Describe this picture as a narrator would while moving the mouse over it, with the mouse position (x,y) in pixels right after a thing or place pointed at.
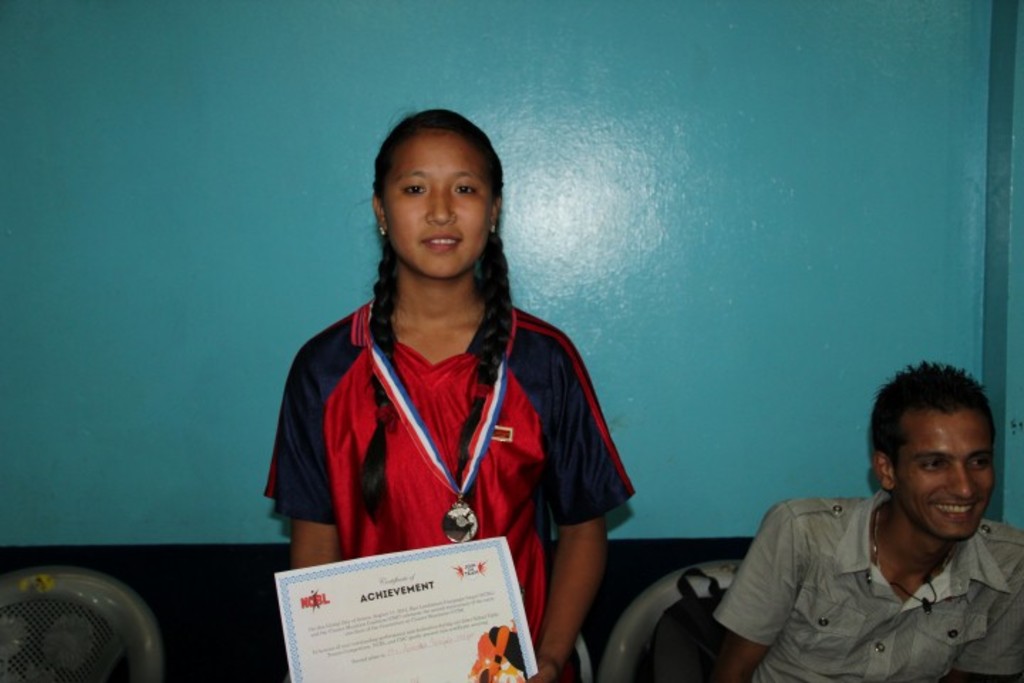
In the background (630,139) we can see the wall (556,123). We can see chairs (21,619). We can see a girl (471,354) wearing a medal (457,511) and she is holding a certificate (457,625) and smiling. Beside to her we can see a man (846,552) sitting on the chair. We can see a bag (676,630) on the chair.
